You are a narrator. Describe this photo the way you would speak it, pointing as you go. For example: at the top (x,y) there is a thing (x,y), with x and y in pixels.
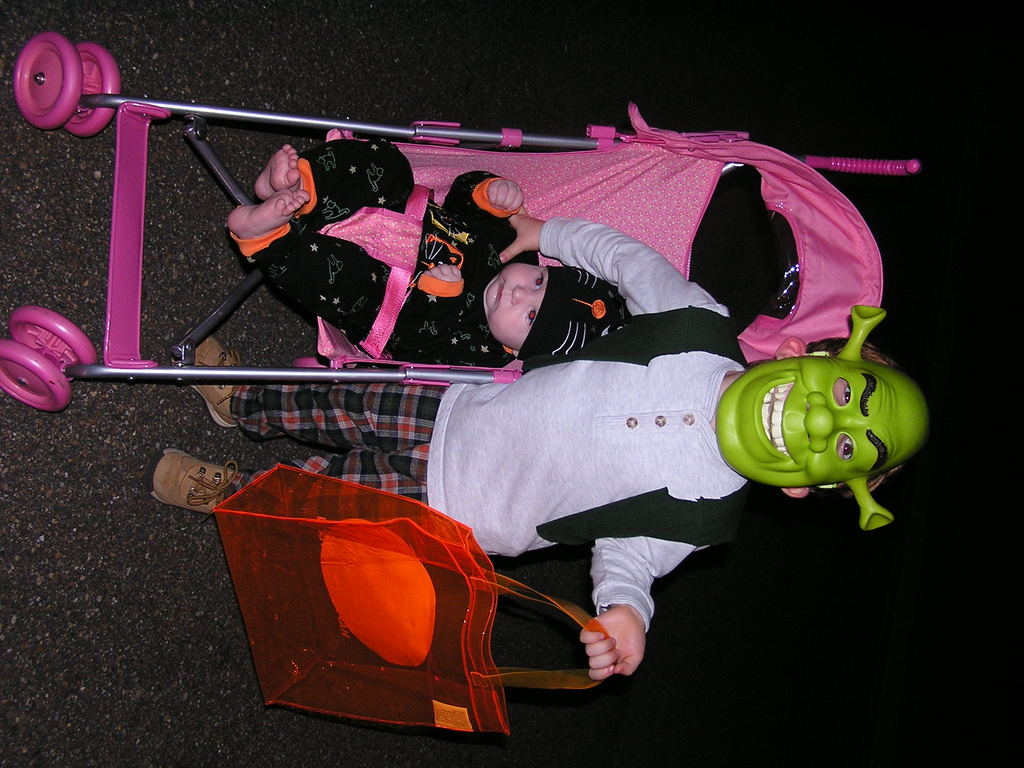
This image consists of a person (426,461) wearing a mask (802,452) and holding a bag (461,631). Beside him, there is a kid (449,292) sitting in a trolley (384,215). At the bottom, there is a road (170,734).
